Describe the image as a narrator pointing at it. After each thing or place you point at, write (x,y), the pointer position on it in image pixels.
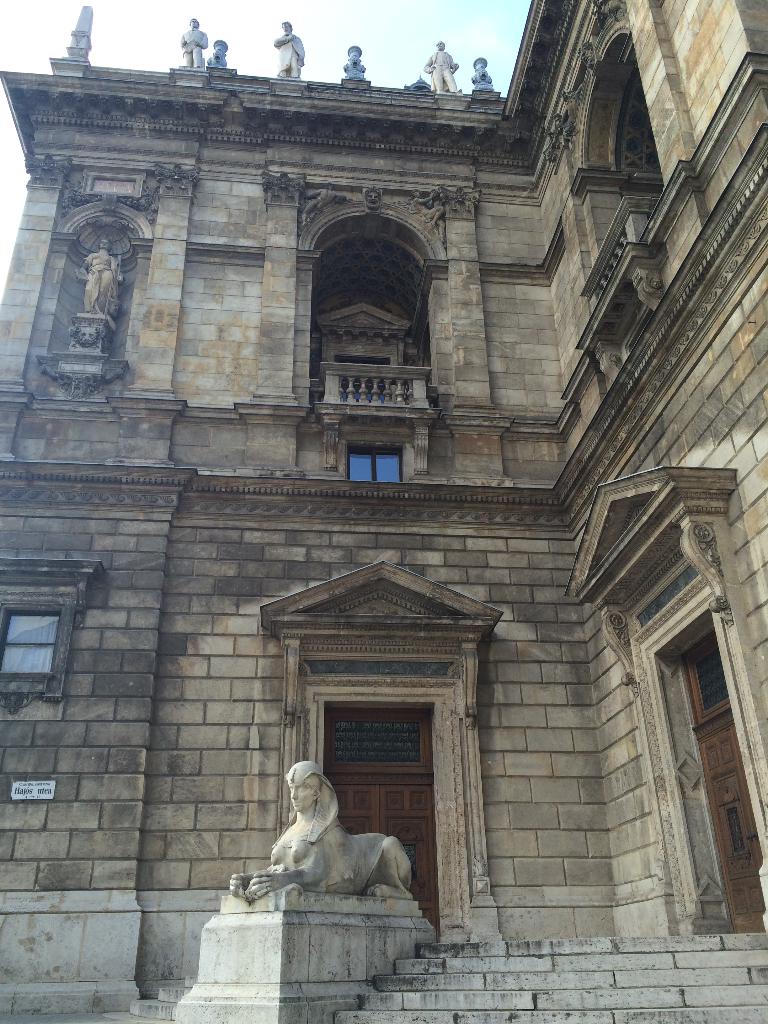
In this picture, there is a castle (274,424) constructed with the stone bricks (547,827). To the castle (123,218), there are some statues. At the bottom (397,912) there are stairs (485,947) and a statue (314,909).
